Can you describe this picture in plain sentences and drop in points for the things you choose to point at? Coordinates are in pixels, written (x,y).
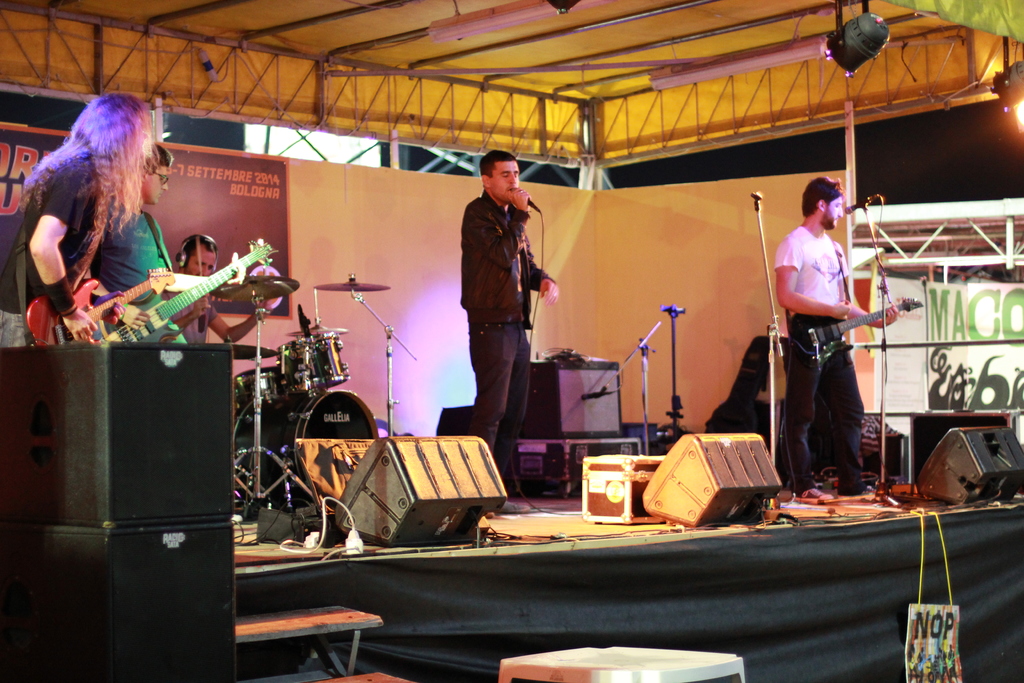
In this picture we can see a man (513,338) standing on the stage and singing he is holding a microphone (532,206) in his hand (519,197), here it is a wire (544,257), right to opposite a man (805,220) is standing and playing a guitar (824,328), and at back (265,365) side a person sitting and there is musical drums (338,366), and here is the person (135,249) standing and looking, and the above there is the roof (376,39) and here is the staircase (325,617).
